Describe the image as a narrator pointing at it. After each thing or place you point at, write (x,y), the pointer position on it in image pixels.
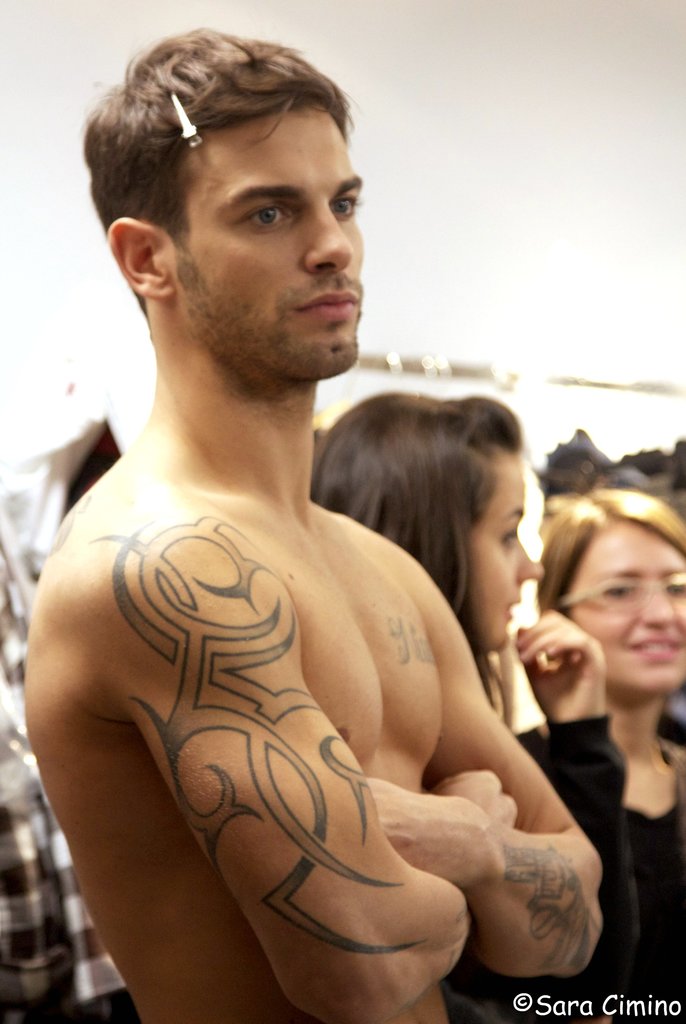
In this image I can see few people (342,543) are standing. Background (591,42) is in white color.
